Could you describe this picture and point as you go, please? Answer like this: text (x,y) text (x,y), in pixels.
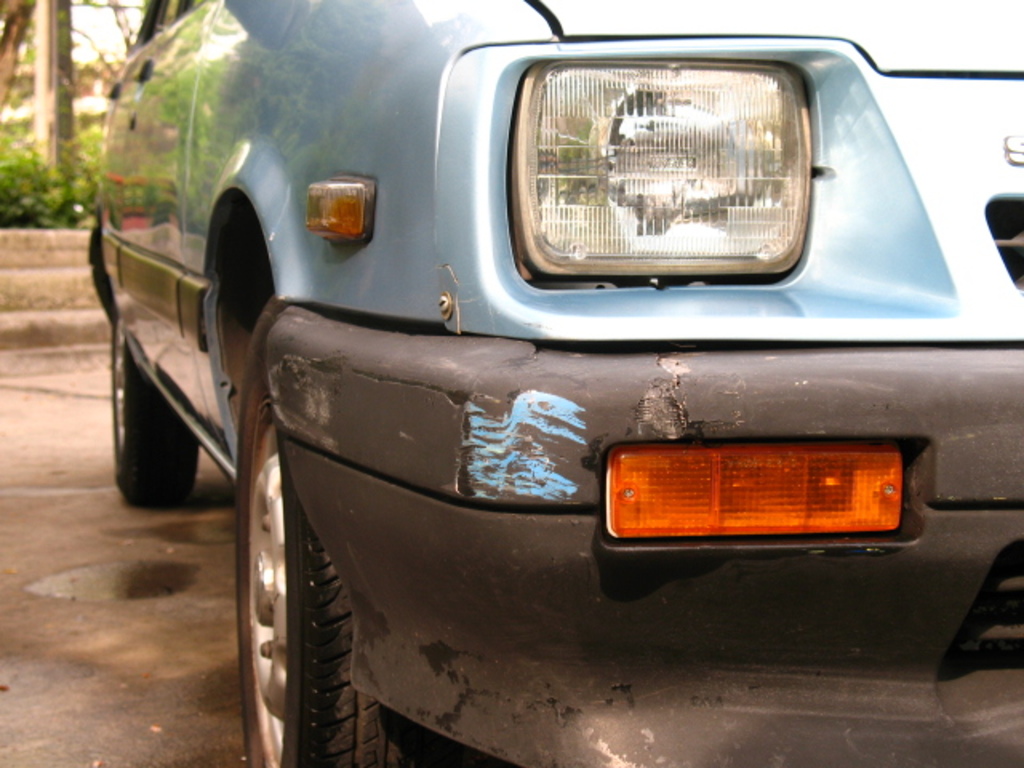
In this image I can see a car (339,201) on the road (92,601). In the background (23,166), I can see some plants (41,172) and trees (21,48).
